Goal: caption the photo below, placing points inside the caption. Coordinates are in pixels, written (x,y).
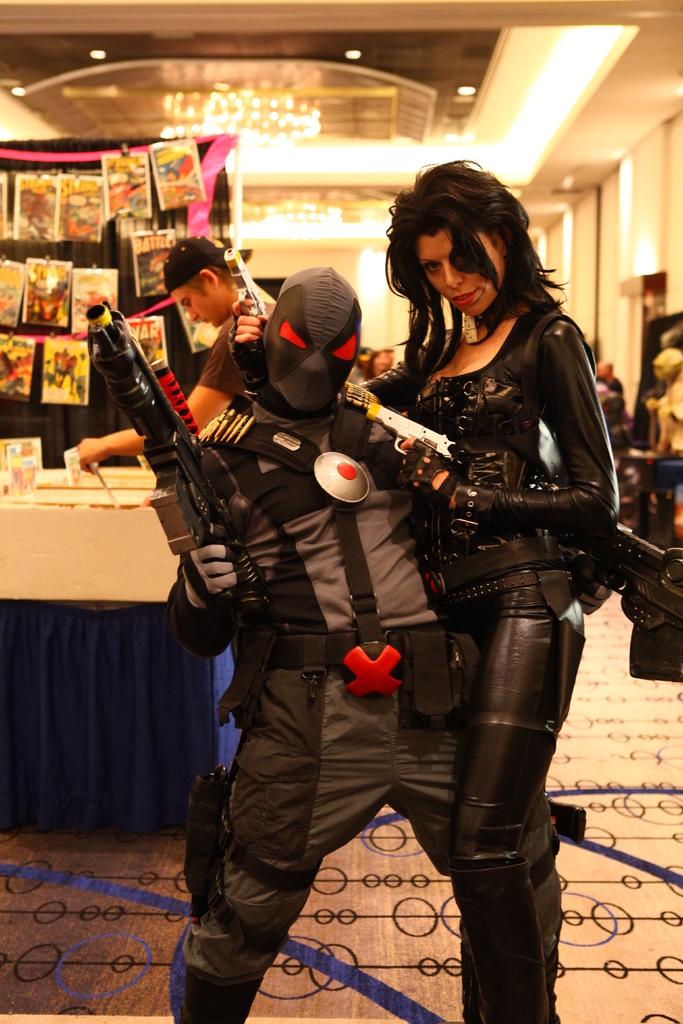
In the center of the image (448,472) there are two persons (465,961) holding guns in their hands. In the background of the image (20,542) there is a stall (48,614). At the bottom of the image (635,927) there is a carpet (620,927).
